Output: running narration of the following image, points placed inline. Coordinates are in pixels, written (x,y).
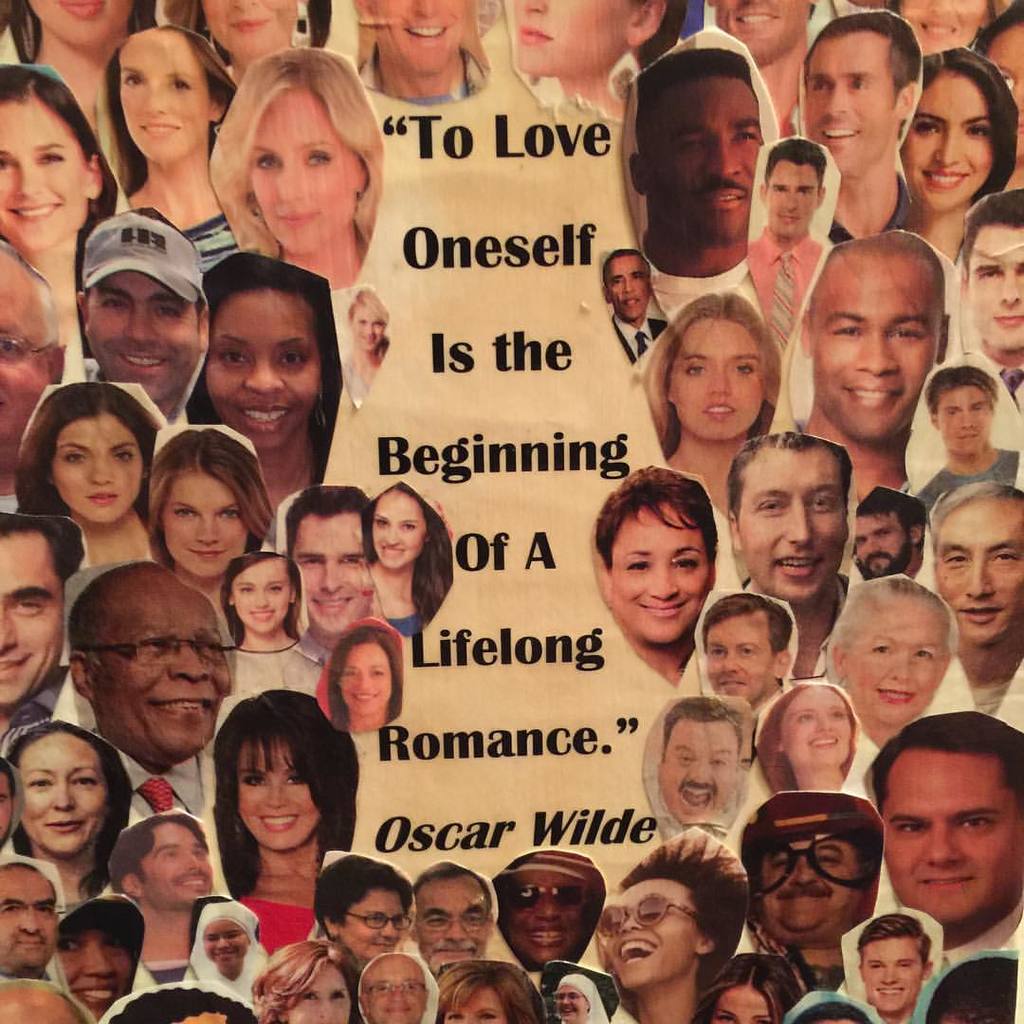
This is a poster. In this picture we can see a group of people (607,511) and text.
